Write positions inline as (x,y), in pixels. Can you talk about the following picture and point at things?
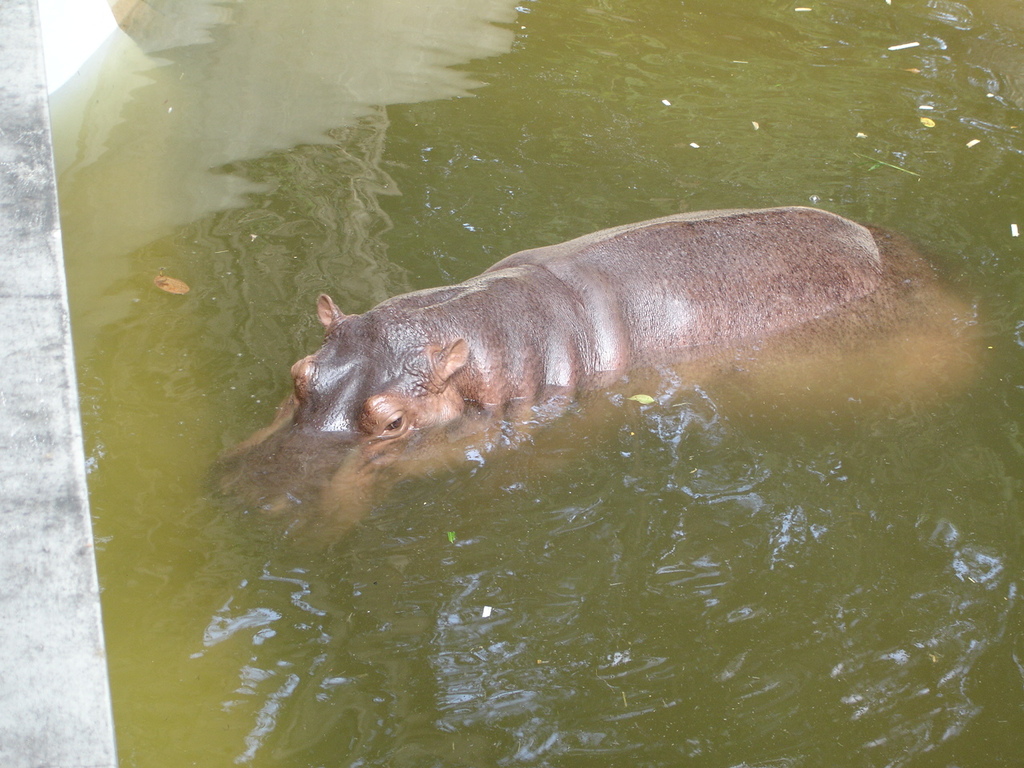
As we can see in the image there is water (668,40) and hippopotamus (460,430).
